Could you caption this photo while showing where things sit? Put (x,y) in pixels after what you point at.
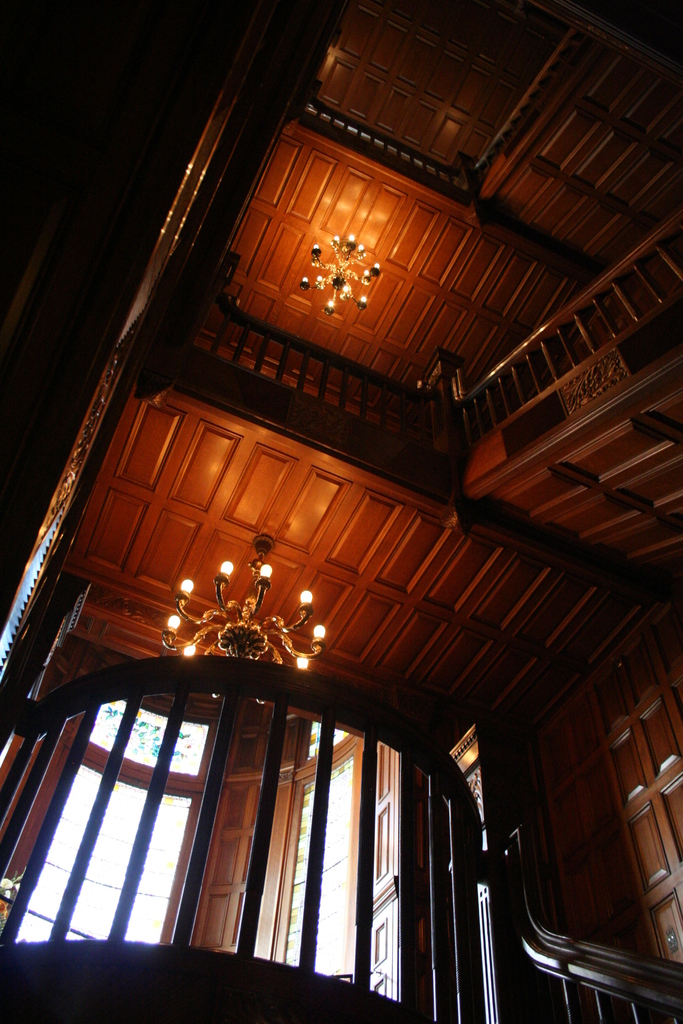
The image is taken inside a room (240,280). In the center of the picture (261,394) there are chandeliers (265,578), windows (133,771), railing (268,856) and other wooden objects (296,352). On the right (619,970) there are staircases (606,435).
